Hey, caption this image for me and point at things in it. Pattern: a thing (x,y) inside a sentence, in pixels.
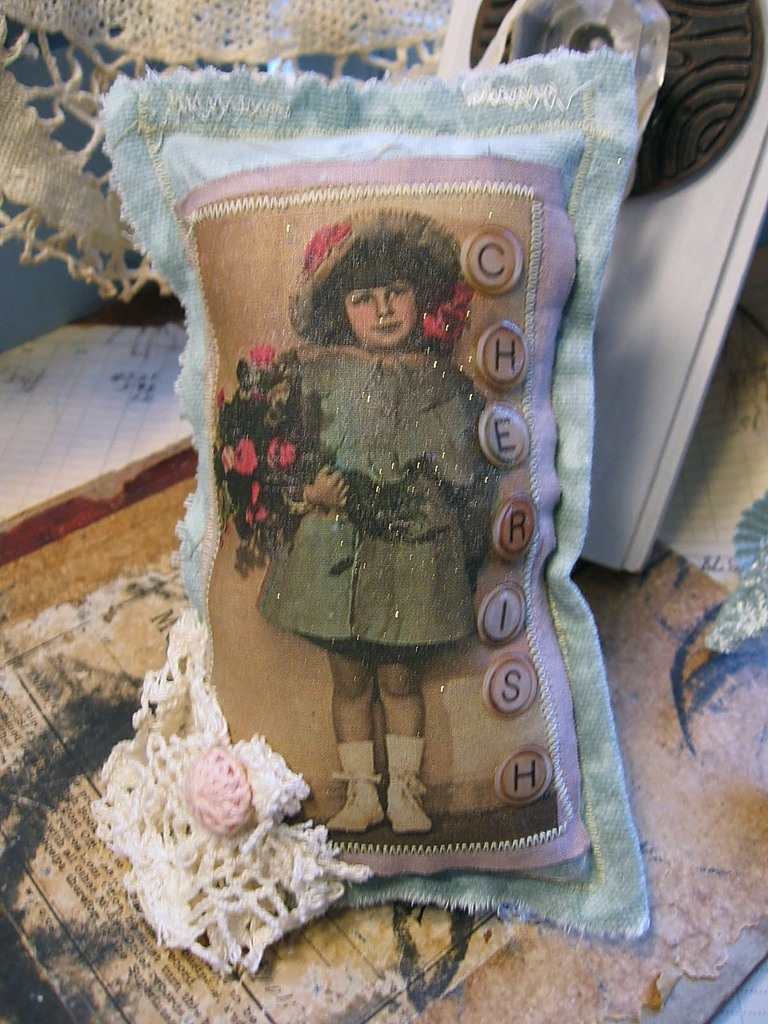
In this image there is a pillow (311,333) in the middle (418,521). On the pillow (394,495) there is a design (338,329) of a girl (388,424) who is holding the flowers (271,458). At the bottom (85,808) there is mat (57,798).
